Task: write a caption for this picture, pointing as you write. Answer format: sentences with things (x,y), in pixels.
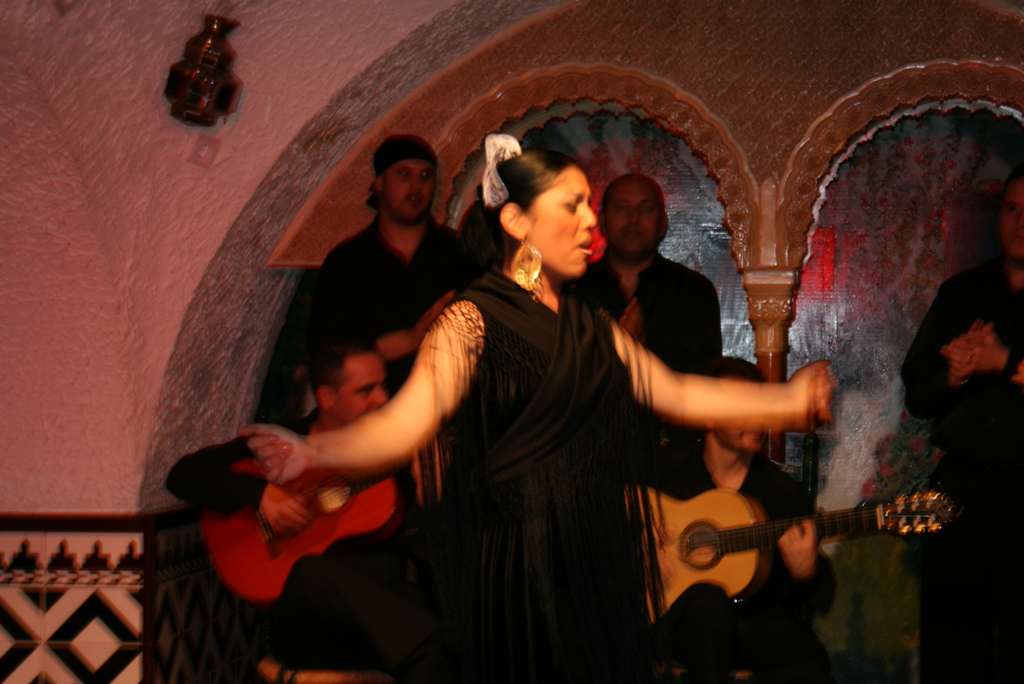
In this picture we can find a woman (574,249) singing and there are few persons (619,247) standing behind them. Two persons (213,463) are playing guitars (312,472).
